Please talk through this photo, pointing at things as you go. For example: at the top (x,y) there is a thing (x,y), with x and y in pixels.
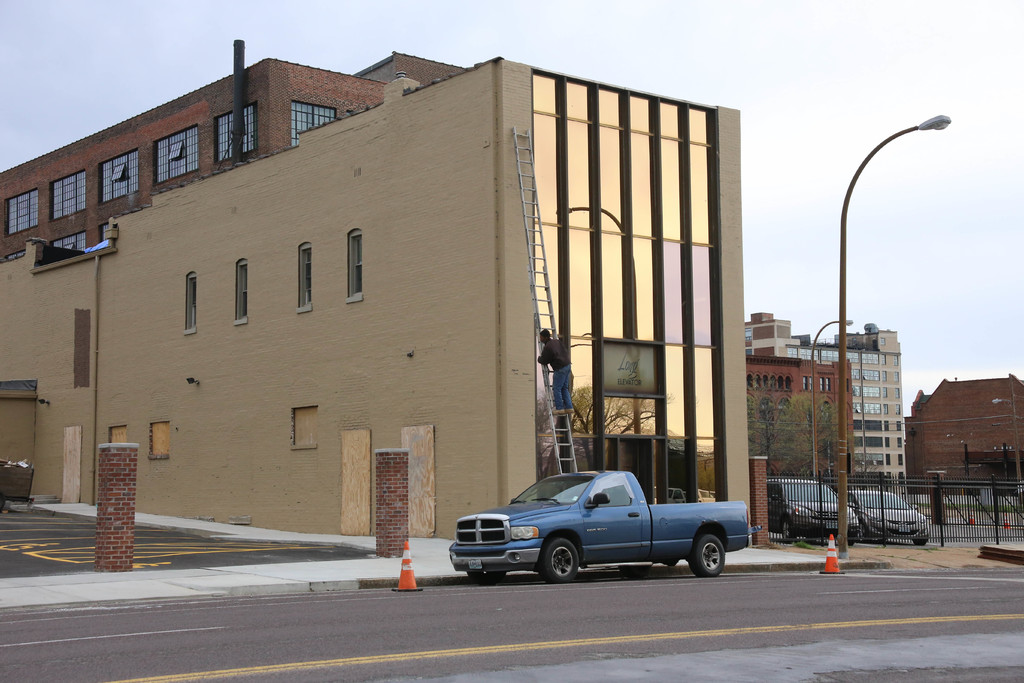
In this image, we can see vehicles (550,561) and traffic cones (830,551) on the road (585,611) and in the background (519,346), there are buildings (660,390), trees (827,410), poles (842,409) and there is a fence (949,496) and we can see a ladder (552,408) and a person (554,395) on it and there is a light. At the top (837,48), there is sky (825,44).
